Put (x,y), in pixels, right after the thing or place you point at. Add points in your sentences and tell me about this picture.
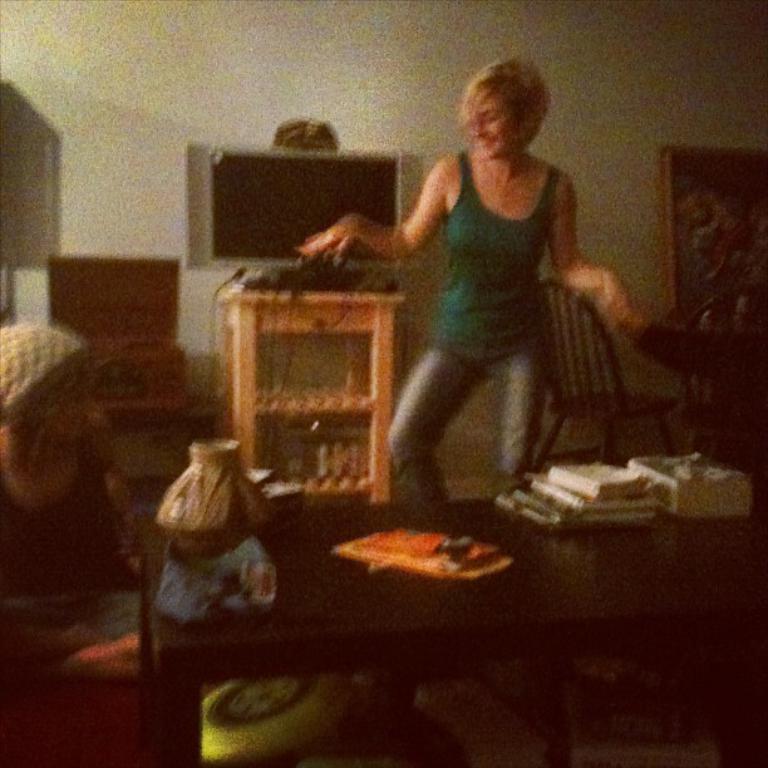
In the center (431,374) we can see one person (470,197) standing. In front (493,583) we can see table (527,574) on table (506,578) we can see some objects (471,554). Coming to the background (409,75) we can see the wall (279,68), monitor (256,217) and some more objects (14,251) around her.
